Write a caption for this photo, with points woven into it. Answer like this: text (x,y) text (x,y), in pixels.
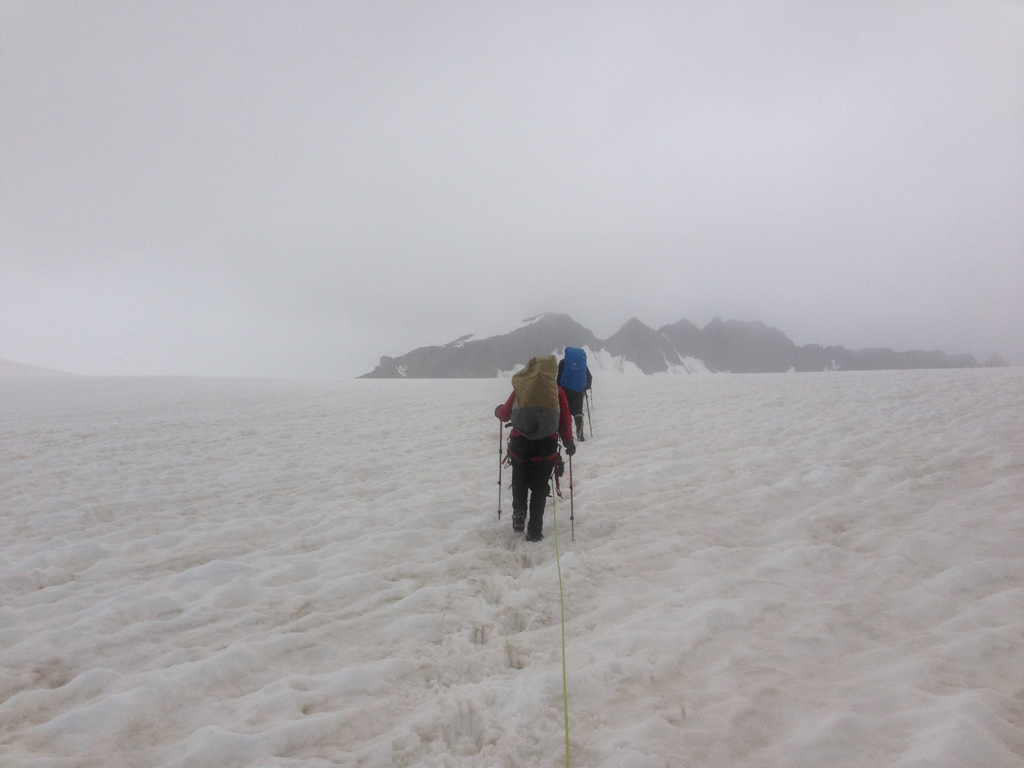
In this image in the center (541,511) there are two persons (520,464) who are walking and they are wearing bags (572,382), at the bottom (675,579) there is snow (793,465). In the background (673,339) there are mountains (595,349).
